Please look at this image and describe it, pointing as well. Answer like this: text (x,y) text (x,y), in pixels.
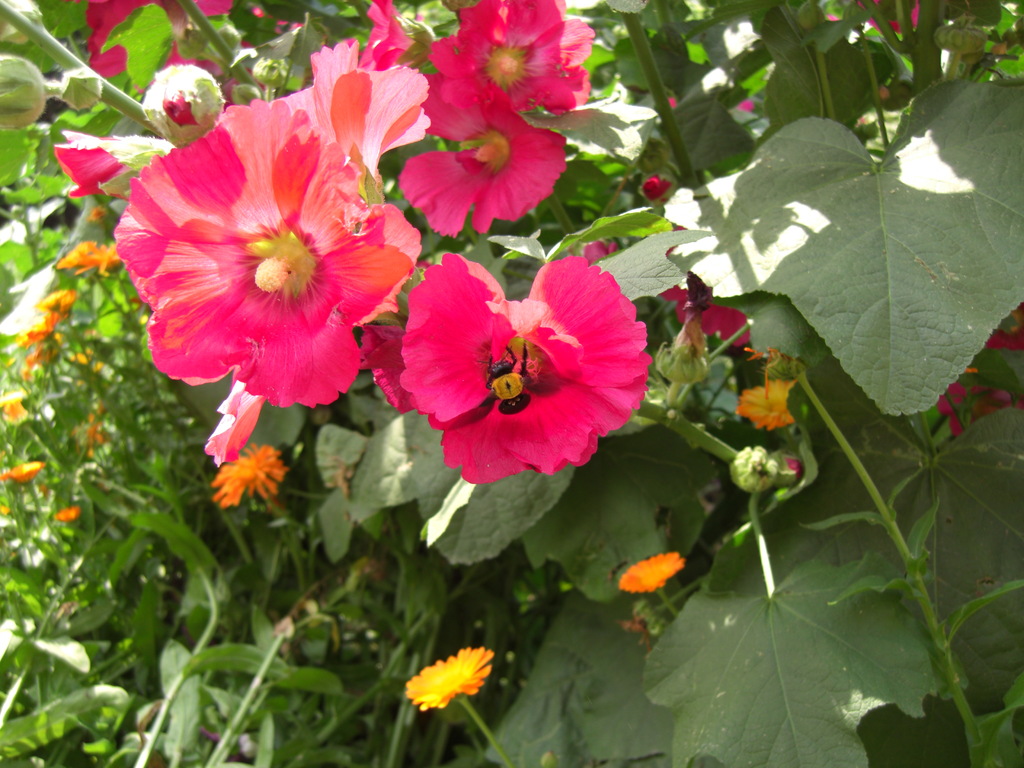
In this picture there are pink color and orange color flowers (540,372) and buds (167,107) on the plants (544,489) and there are two different types of plants (518,529).
